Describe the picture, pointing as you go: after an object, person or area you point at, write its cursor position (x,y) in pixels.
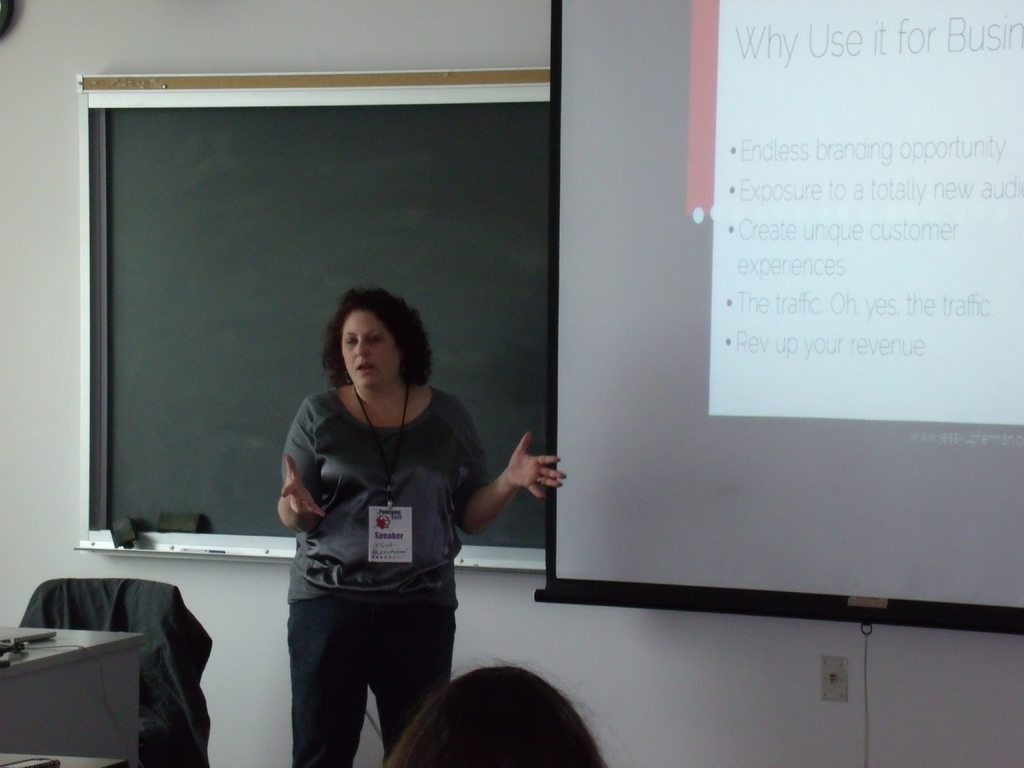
In the picture we can see a woman (409,614) standing and explaining something to the people (453,702) who are in front of her and behind her we can see a black color board (267,382) and beside it, we can see a screen (937,559) with some information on it and beside her we can see a table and chair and she is wearing an ID card (370,425).
